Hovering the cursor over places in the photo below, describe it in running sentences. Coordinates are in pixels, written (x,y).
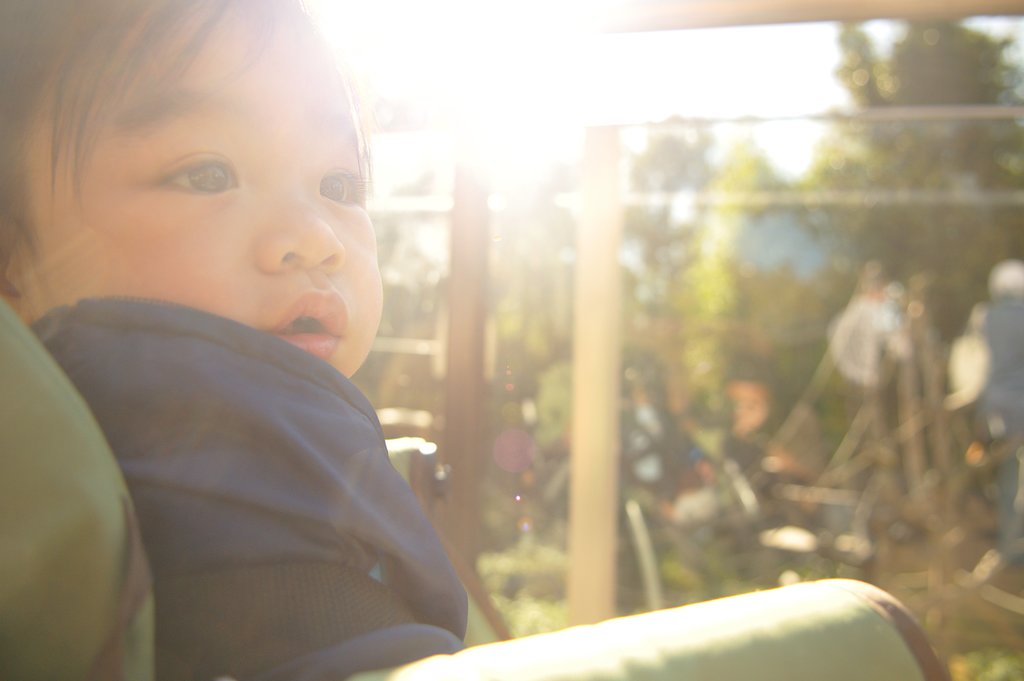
There is a baby (227,208) in violet color dress (224,395) sitting on a chair (123,675). In the background (651,377), there are two poles (599,320) near plants (825,432), there are trees (803,181) and there is sky (610,73).
